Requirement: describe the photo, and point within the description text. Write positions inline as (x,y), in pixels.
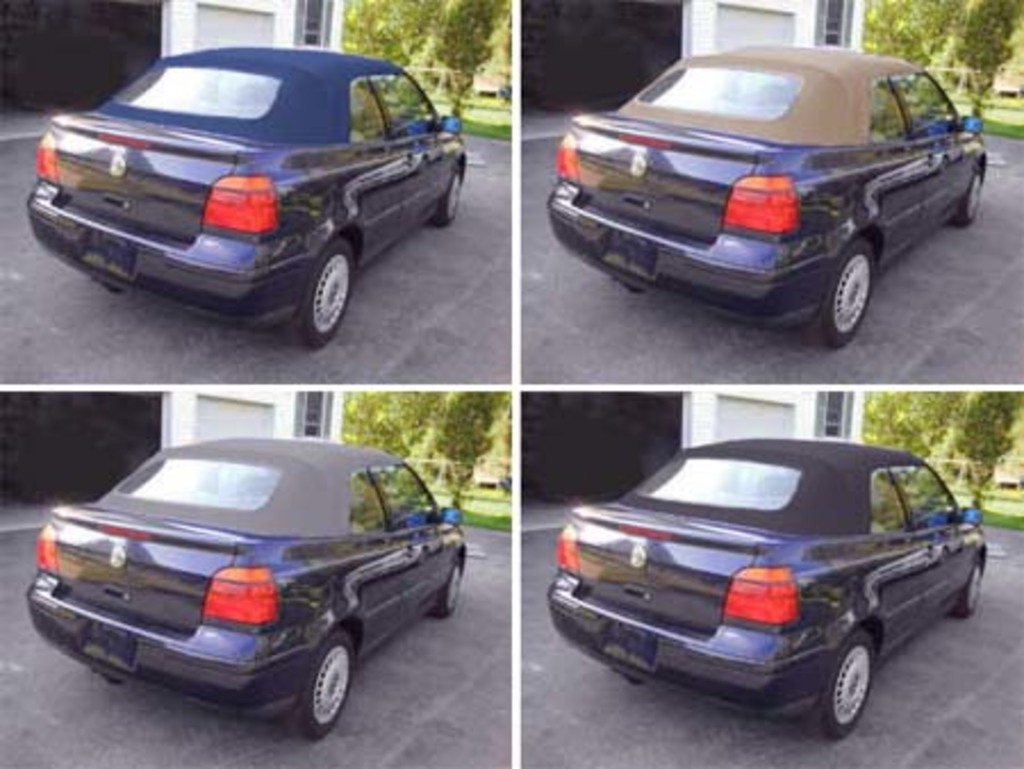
It is a collage image. In this image there are cars (577,211). In front of the cars (348,68) there are trees (990,33). Beside the cars (270,441) there are walls (163,34). At the bottom of the images there is a road (509,688).
